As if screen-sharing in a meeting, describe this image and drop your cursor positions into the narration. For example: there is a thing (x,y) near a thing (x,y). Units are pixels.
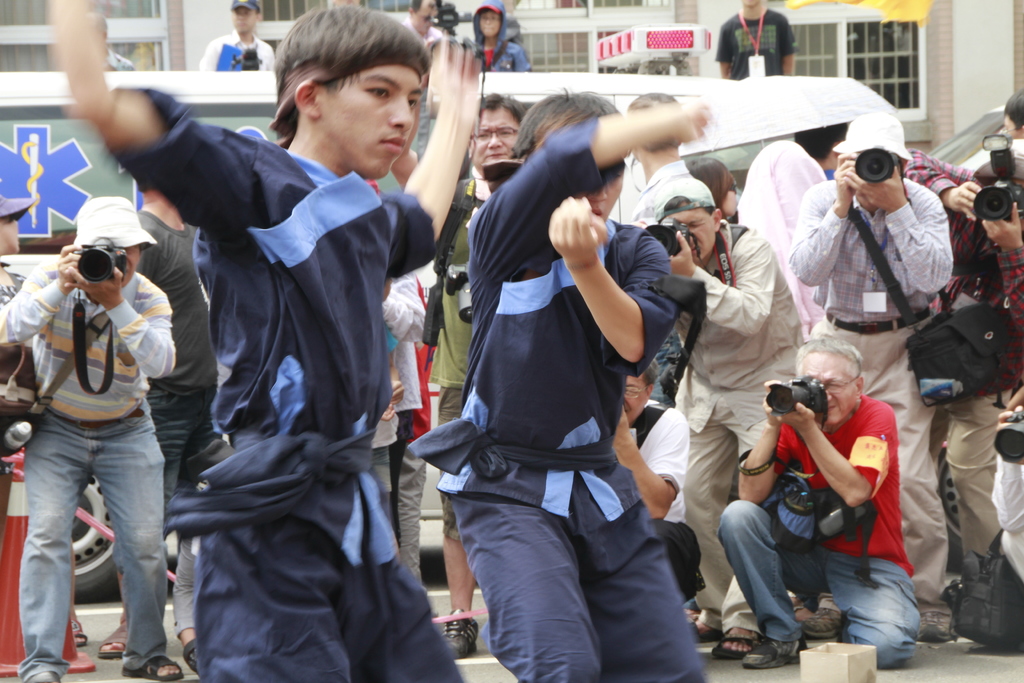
In this image we can see two persons (414,210) performing martial arts. And we can see some people (850,256) holding cameras (985,210). And we can see the vehicles (12,197). And we can see a board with some text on it. And we can see the building (814,41), windows (819,53) and the surrounding people (254,36).
